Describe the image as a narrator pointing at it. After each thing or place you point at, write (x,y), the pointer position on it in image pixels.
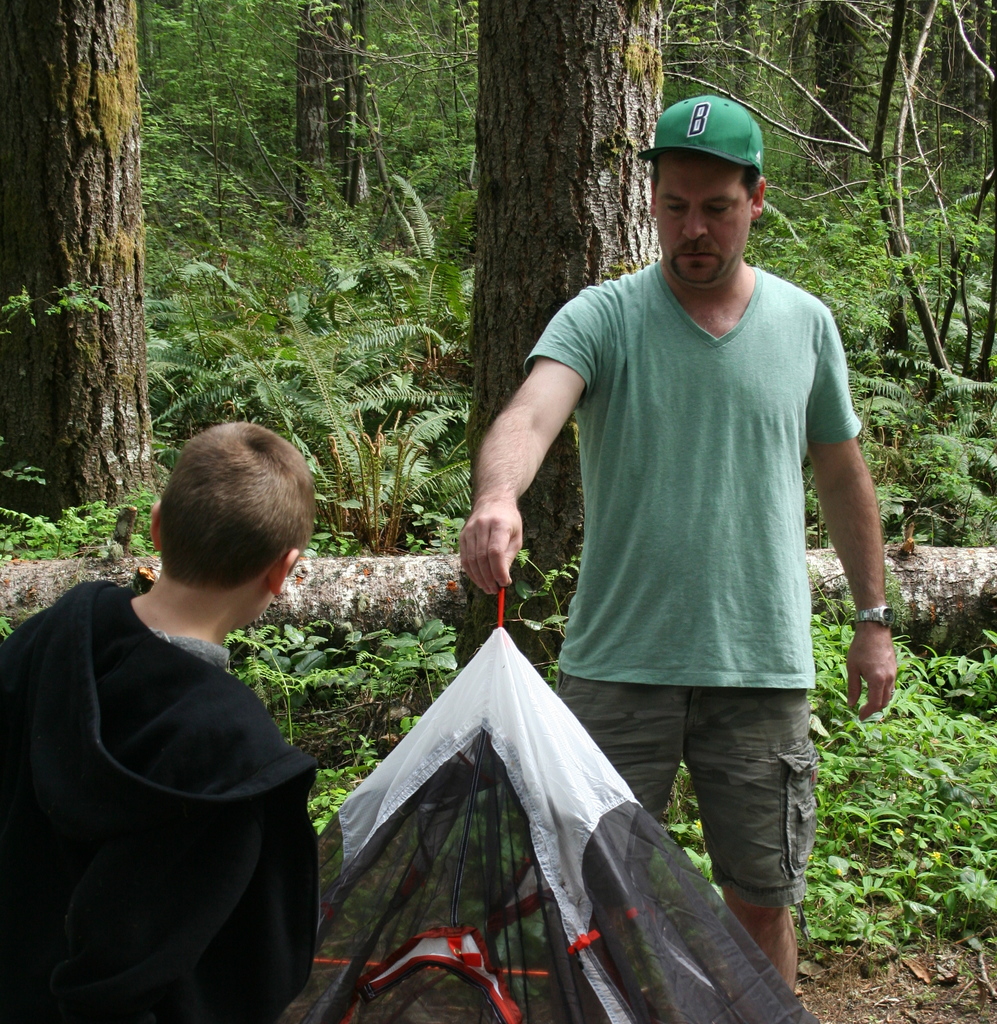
In this picture I can observe two persons (606,566). One of them is a man (606,347) and the other is a boy (197,610). Man (609,452) is wearing a T shirt (657,319) and a cap (695,103) on his head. In the background (342,426) there are some plants (350,382) and trees (267,14) on the ground (308,715).
